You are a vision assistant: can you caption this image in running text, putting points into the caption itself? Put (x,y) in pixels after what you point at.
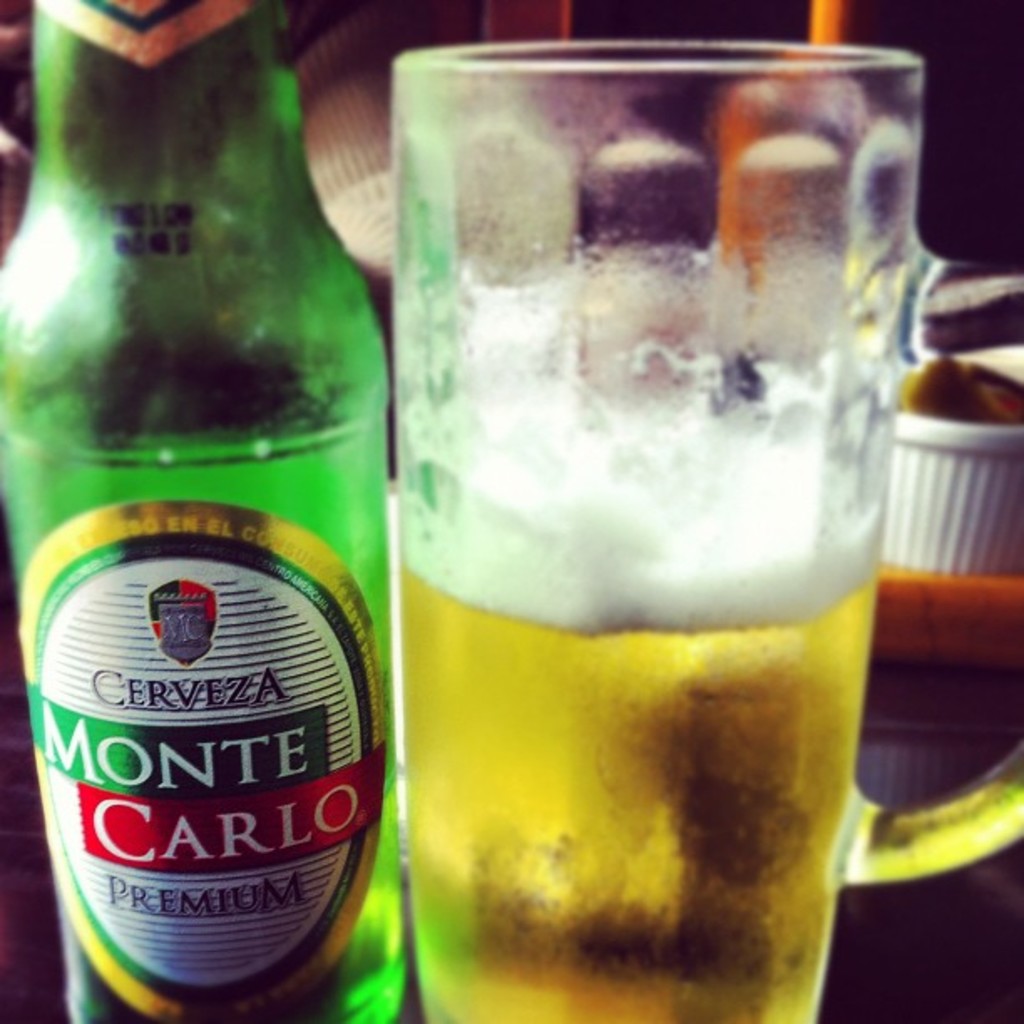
here is a glass of drink (664,551) and on the left side (238,466) there is a bottle (190,714) on which monte carlo is written.
